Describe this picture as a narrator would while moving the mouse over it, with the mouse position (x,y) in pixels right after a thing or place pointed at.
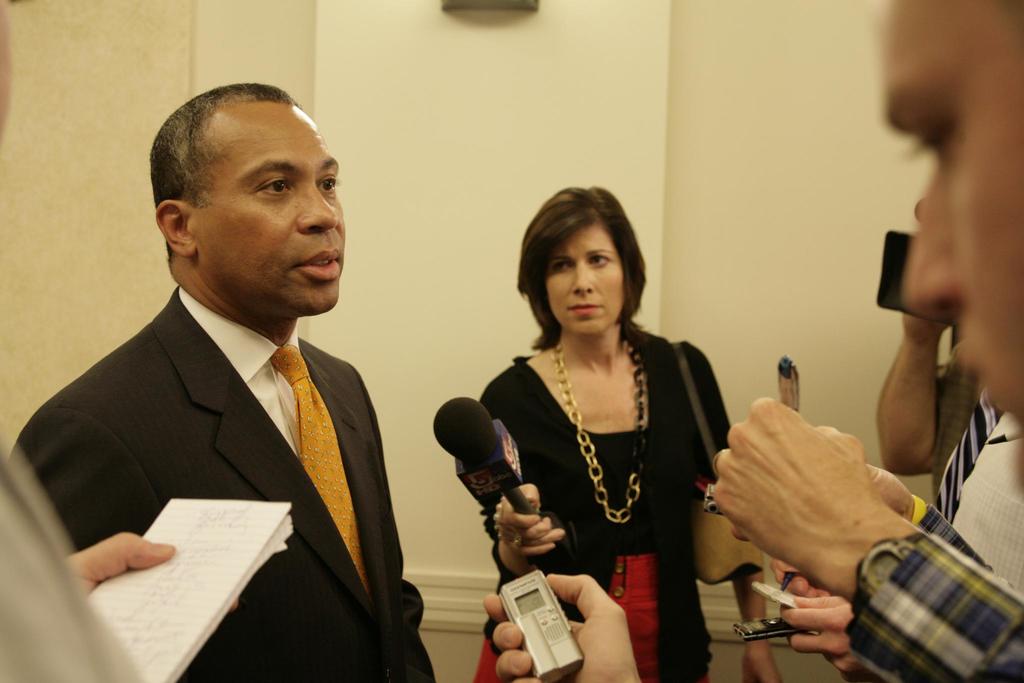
this picture shows a man (332,374) speaking and a woman (547,432) holding a microphone (521,512) in her hand (521,552) and we see a person (102,566) holding a book (278,524) and a man (495,670) holding a audio recorder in his hand (566,590) and we see a man (912,347) holding a camera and recording.
